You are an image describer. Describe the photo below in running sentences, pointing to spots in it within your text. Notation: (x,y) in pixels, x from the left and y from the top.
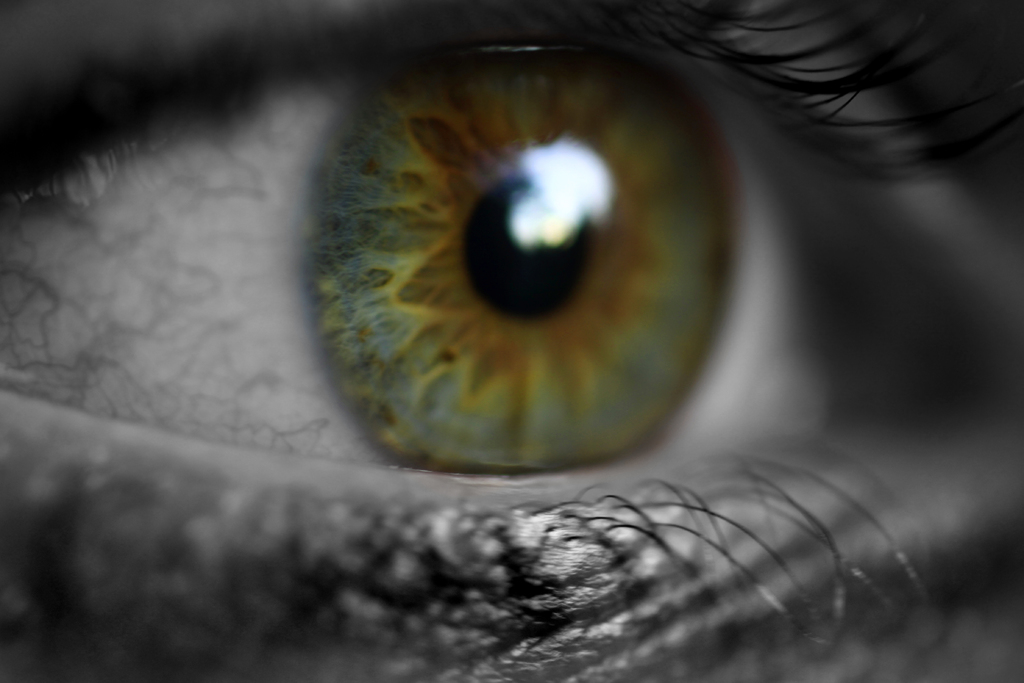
This is a mostly black and white image. Here we can see a eye (322,406) and eyelids (597,531) of a person (438,227).
